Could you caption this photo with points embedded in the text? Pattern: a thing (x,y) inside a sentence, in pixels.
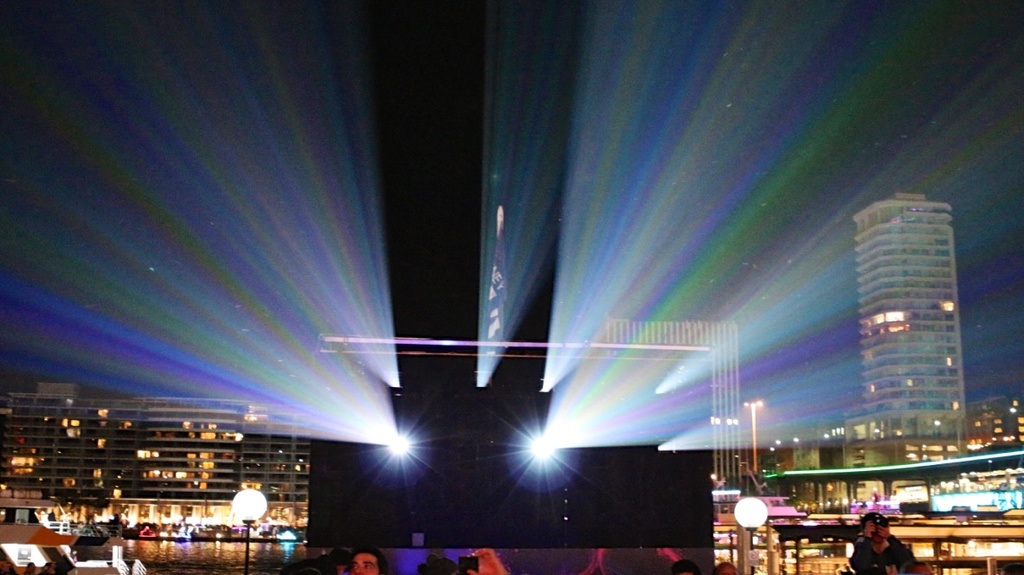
In this image, we can see some buildings (890,455) and lights (749,522). There are people (887,561) at the bottom of the image (882,533). There is a lake (155,572) in the bottom left of the image (212,551). At the top of the image (664,73), we can see the sky (285,148).
